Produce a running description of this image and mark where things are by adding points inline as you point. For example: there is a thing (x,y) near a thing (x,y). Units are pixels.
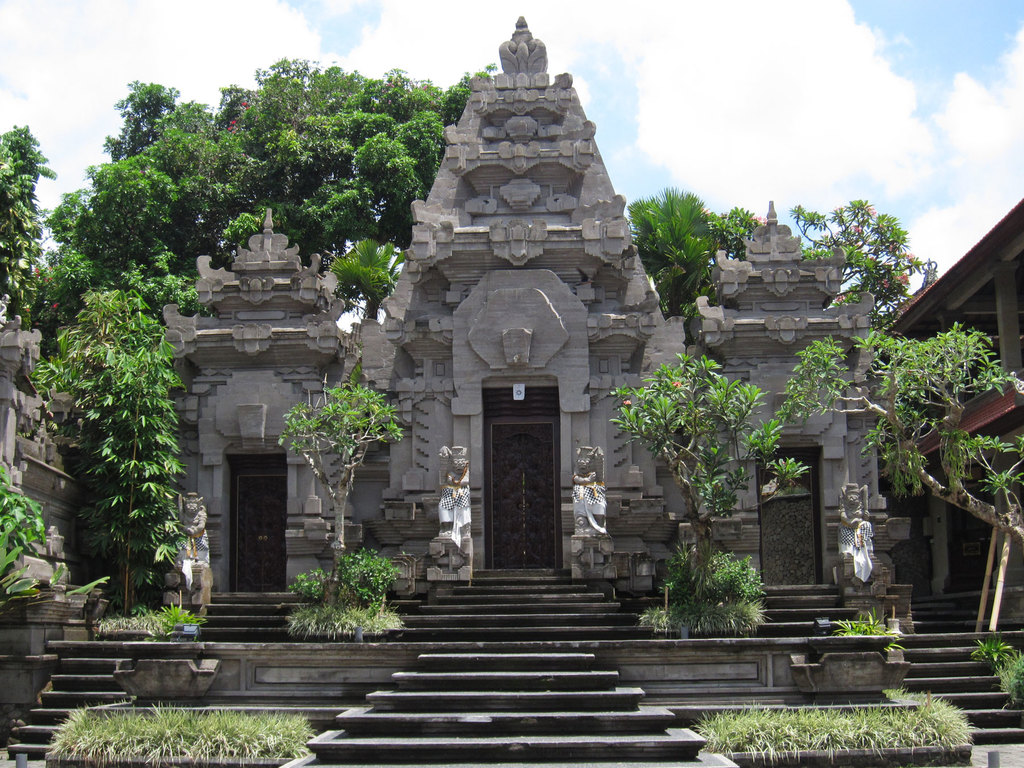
In the image we can see stone building (476,334) and we can see doors (509,494) and stairs (548,692). Here we can see grass (208,723), plants (698,574), trees (235,173) and a cloudy sky (793,150).
